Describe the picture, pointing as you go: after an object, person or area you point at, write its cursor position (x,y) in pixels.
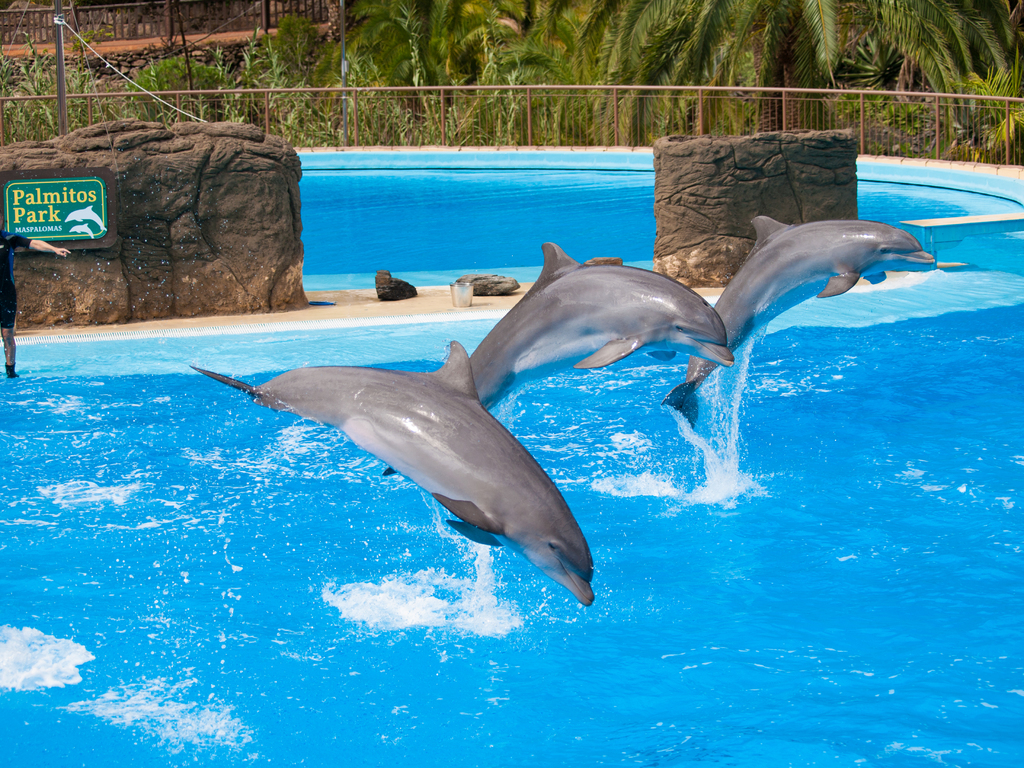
In this image there is water (155,719) at the bottom (912,627). It looks like dolphins (563,338) in the foreground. There are rocks (245,194), water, trees (812,6) and fencing (237,100) in the background (429,183).
